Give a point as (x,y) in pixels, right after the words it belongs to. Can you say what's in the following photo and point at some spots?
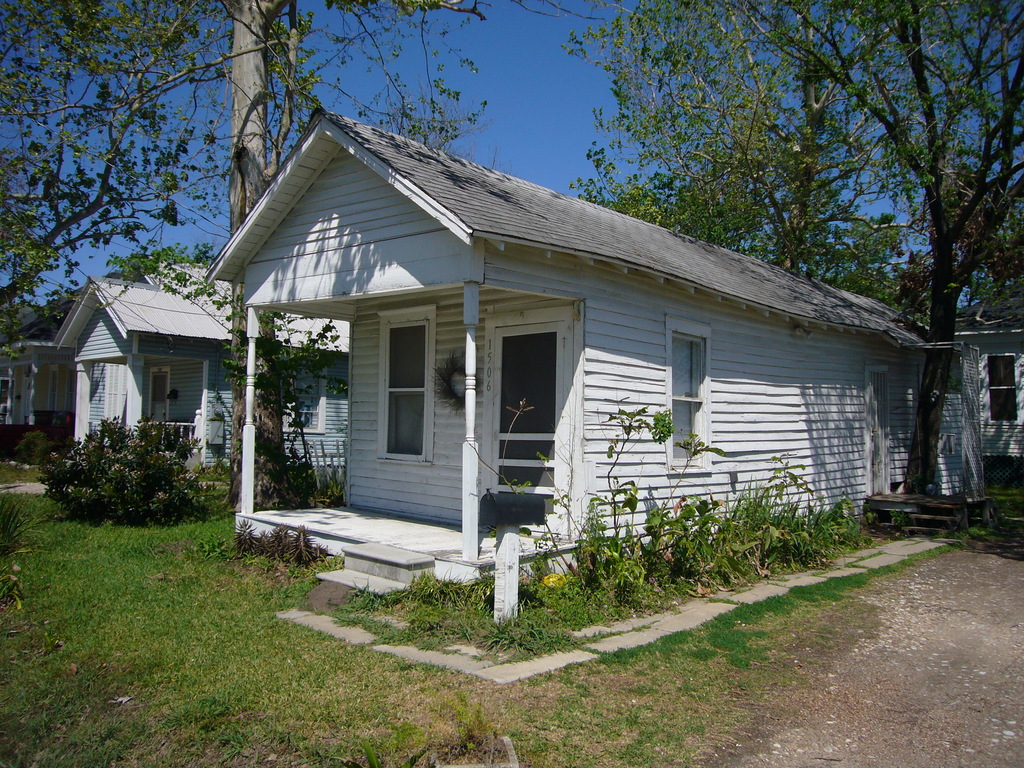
There are three wooden houses (72,350) in a row and around the houses (294,521) there is some greenery (83,482) and there are tall trees (419,139) beside the houses (685,311), the houses (297,320) are of white color.
